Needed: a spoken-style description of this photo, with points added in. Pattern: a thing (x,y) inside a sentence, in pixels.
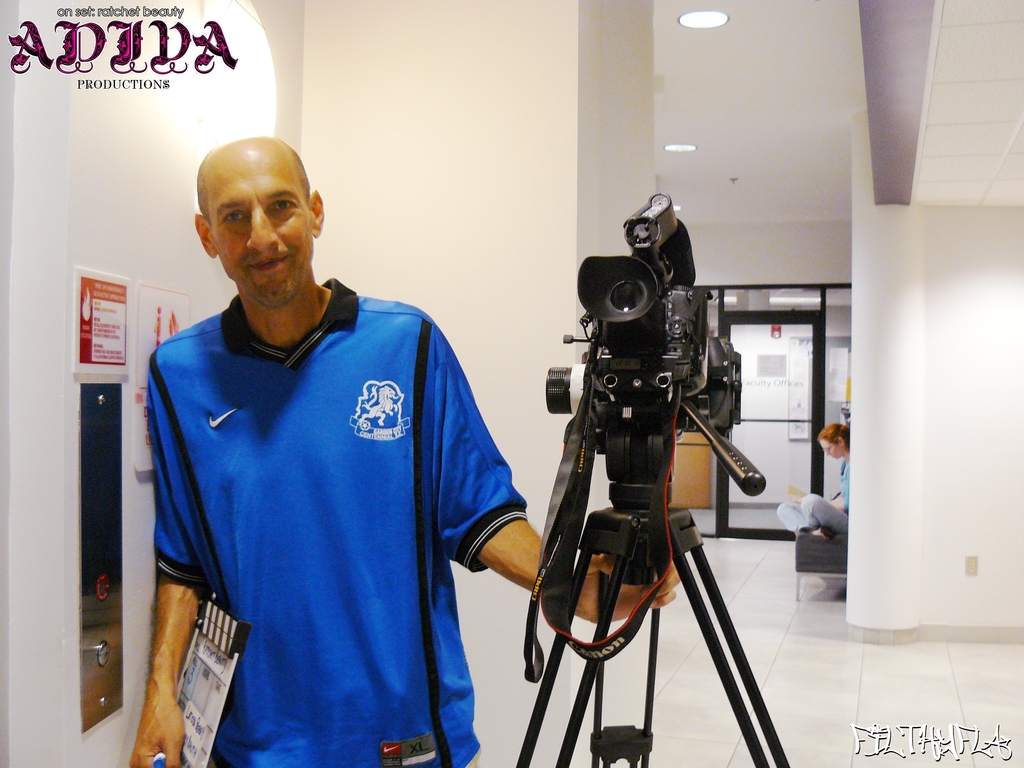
In this image we can see two persons (470,447), one of them is holding a clapboard (219,667), pen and a stand (587,558), there is a camera (583,369), posters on the wall (69,348), with some text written on it, ceiling lights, roof (681,35), wall (1,348), and door (729,510).
